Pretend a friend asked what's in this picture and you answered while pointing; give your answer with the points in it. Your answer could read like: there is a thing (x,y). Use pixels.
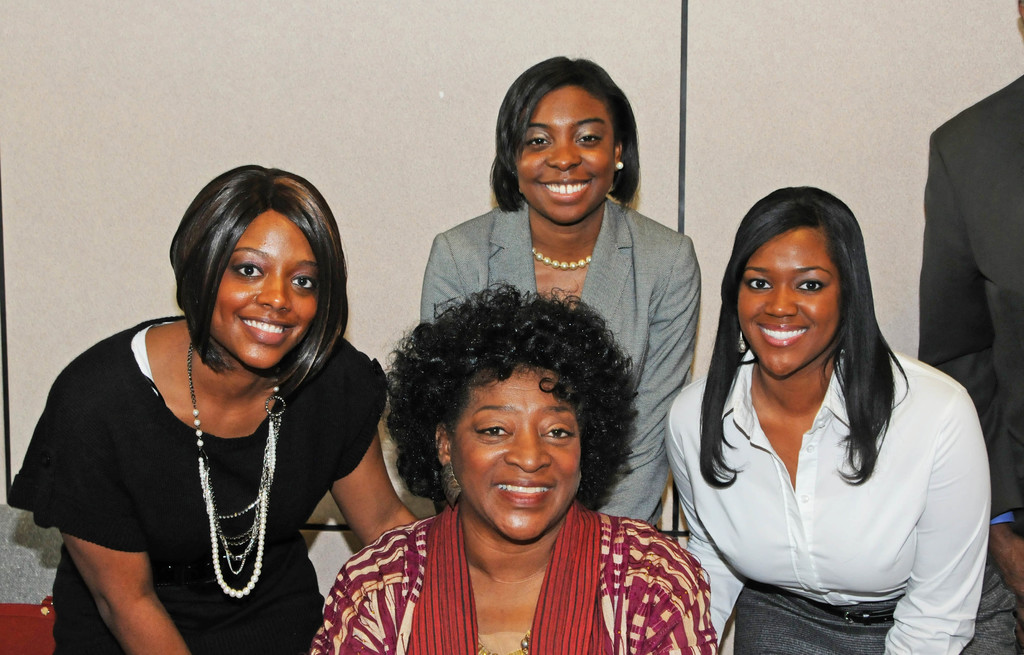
In this image we can see some group of lady persons (74,540) standing and a person (454,597) wearing red color dress (594,615) sitting and posing for a photograph and in the background of the image (400,163) there is wall (366,141).
